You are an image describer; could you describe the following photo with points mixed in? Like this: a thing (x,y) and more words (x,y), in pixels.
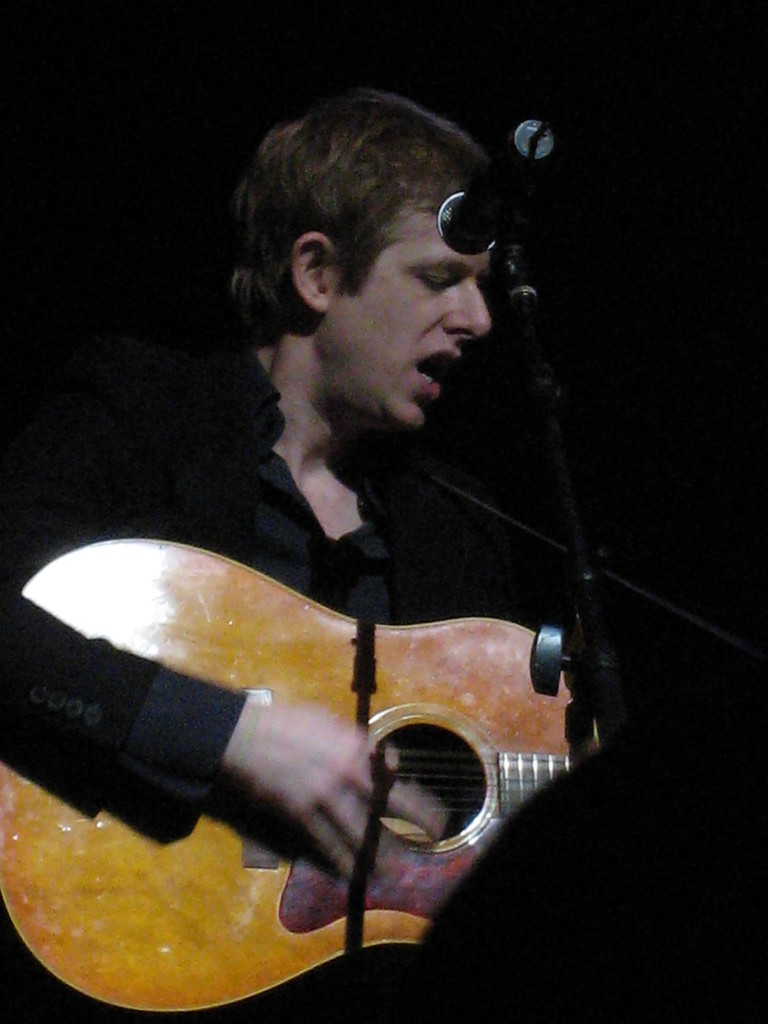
This is the picture of a person (392,606) wearing black suit (34,720) and holding the guitar (315,693) and playing it front of the mic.
